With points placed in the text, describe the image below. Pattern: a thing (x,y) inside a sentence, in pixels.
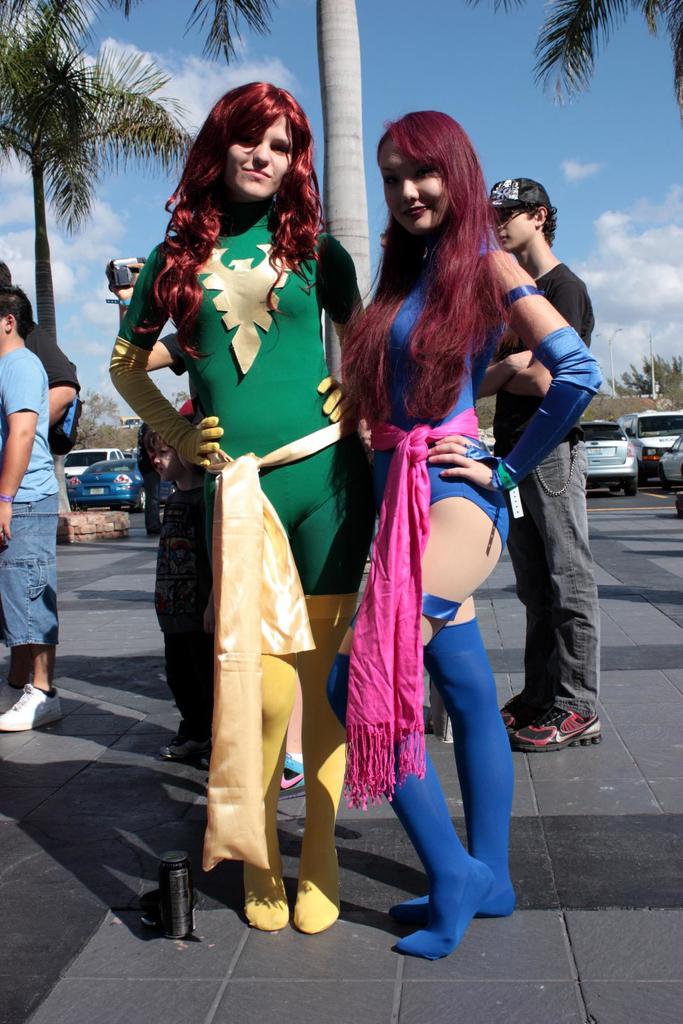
In the picture I can see people (274,474) are standing among them women (286,476) in the front (353,511) are wearing costumes (330,507) and smiling. In the background (308,83) I can see trees (341,147) and the sky (313,86).
